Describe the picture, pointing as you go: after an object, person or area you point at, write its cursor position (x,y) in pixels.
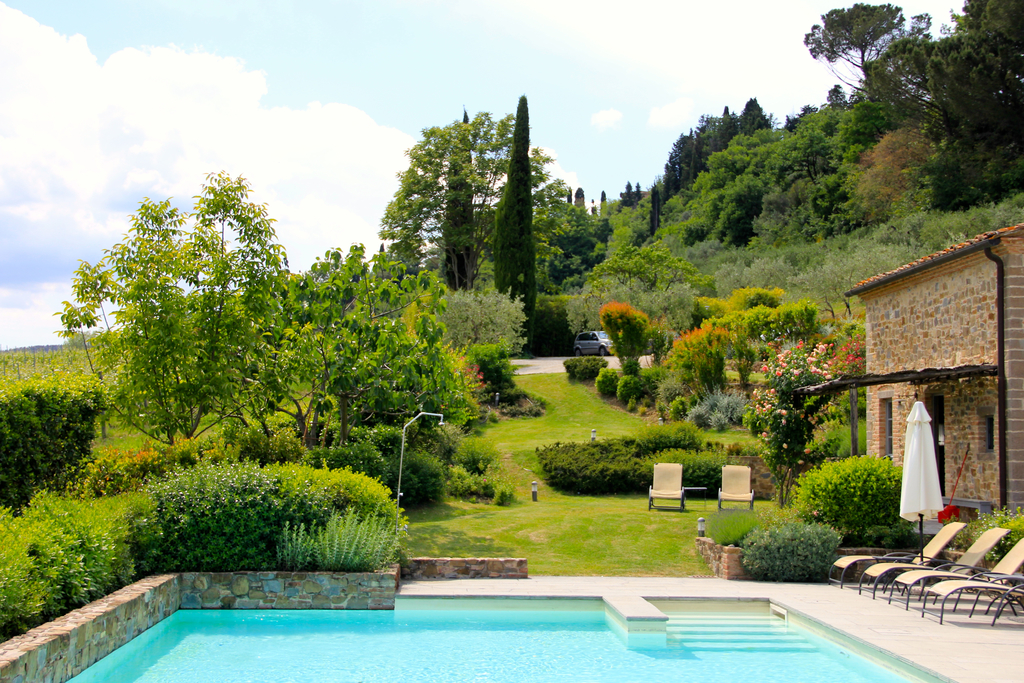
In the image we can see there is a swimming pool (398,646) and there are plants (611,476) and trees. There are chairs (676,492) kept on the ground (650,537) and behind there is a building (963,408). The ground (681,559) is covered with grass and there is a cloudy sky (287,122).
